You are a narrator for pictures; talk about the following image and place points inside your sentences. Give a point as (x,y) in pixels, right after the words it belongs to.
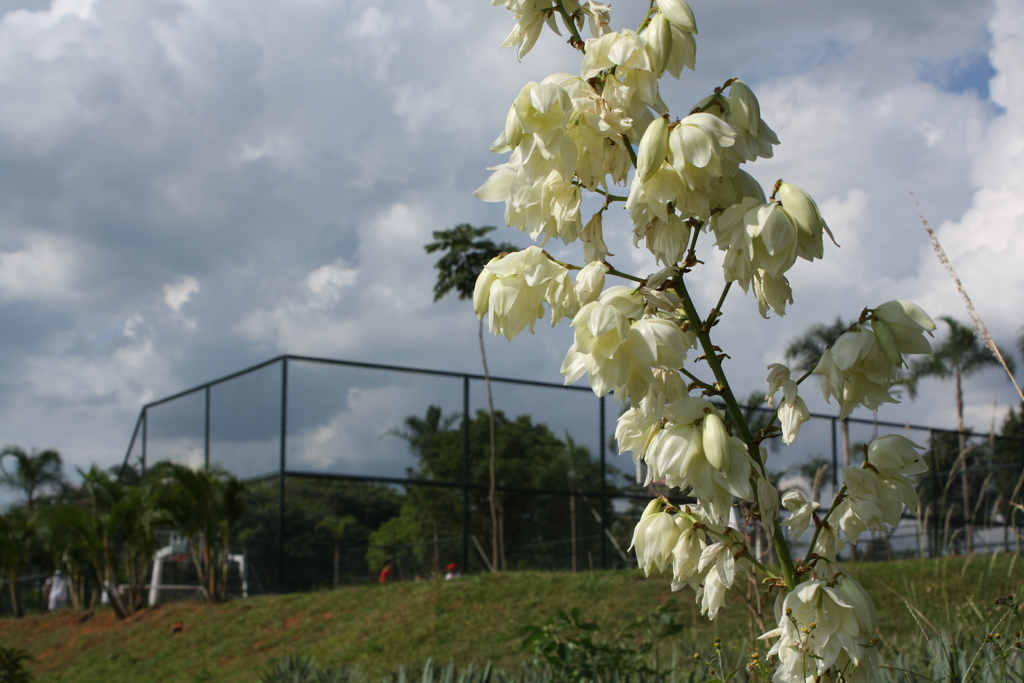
In this image I can see plants (750,560), grass (497,611), fence (211,454), trees (264,507) and group of people (447,574). In the background (433,173) I can see the sky (408,223). This image is taken may be in the park (624,360).
